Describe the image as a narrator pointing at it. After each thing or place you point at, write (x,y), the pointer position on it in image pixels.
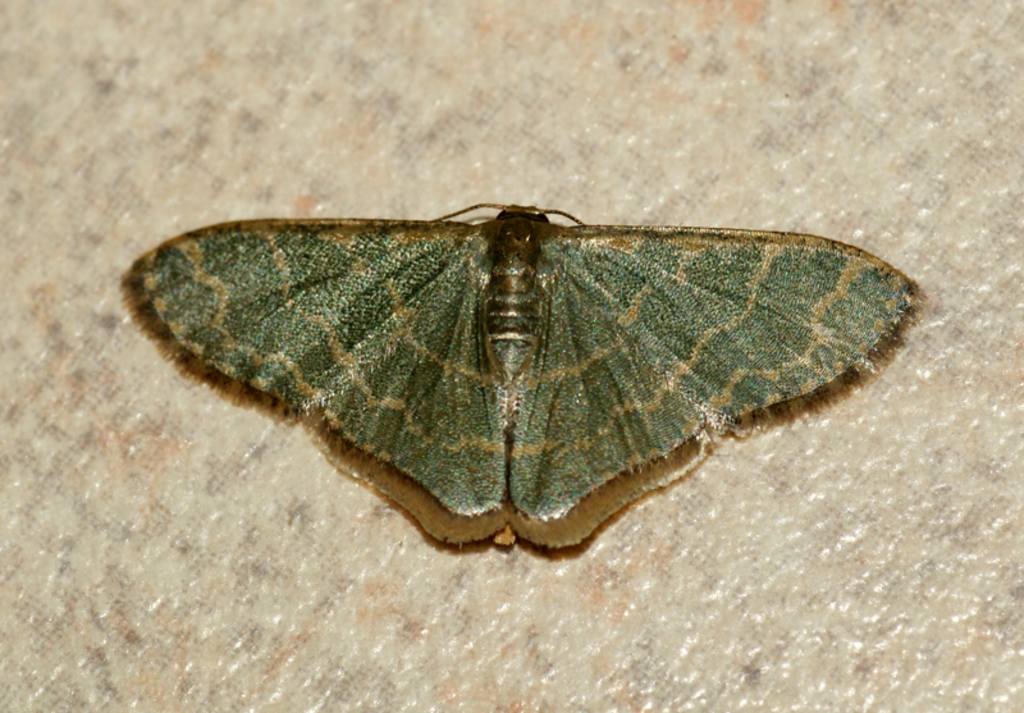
This image consists of a butterfly (445,327) which is in the center (441,366).
